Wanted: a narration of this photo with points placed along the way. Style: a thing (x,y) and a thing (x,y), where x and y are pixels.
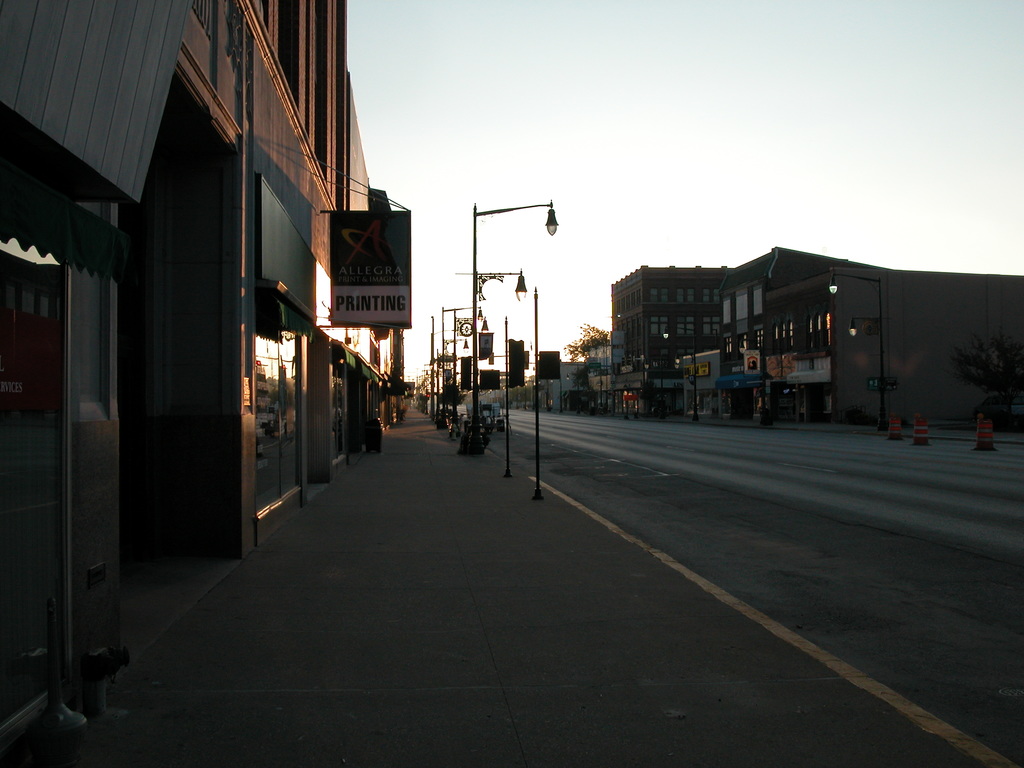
In the center of the image (550,276) we can see the sky (762,85), buildings (209,333), poles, lamps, lights (553,225), sign boards (258,214), traffic poles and a few other objects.
